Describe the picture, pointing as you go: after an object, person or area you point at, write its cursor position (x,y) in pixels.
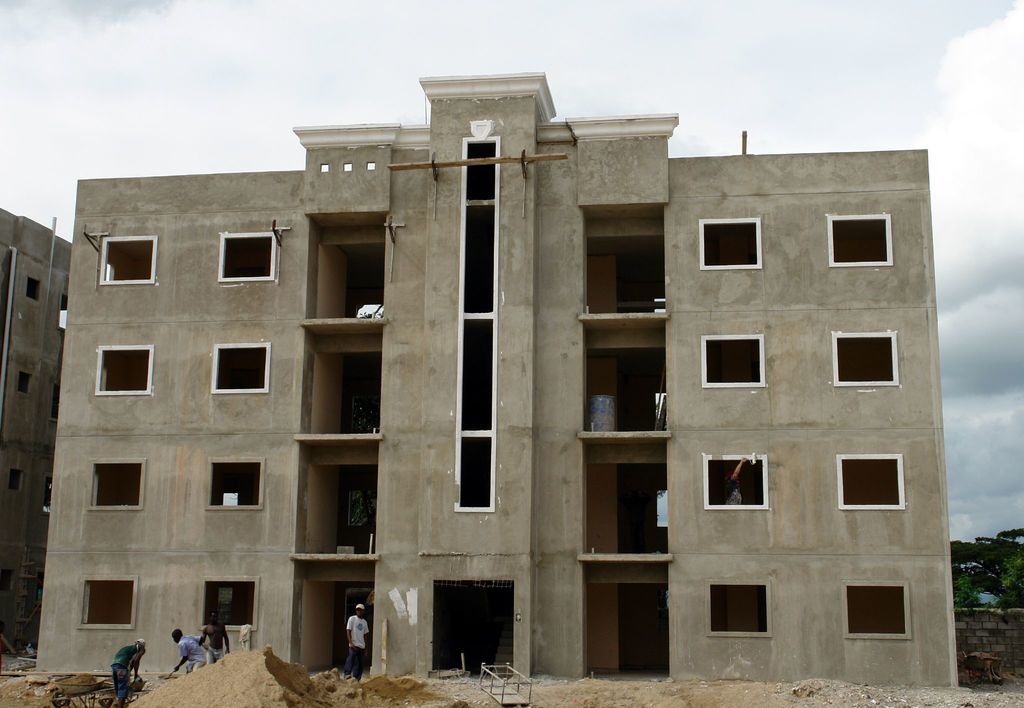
In this image we can see buildings (527,436), water drum (593,429), sand (294,705), cart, and people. There is a wall (999,615) and trees (995,578). In the background (959,125) there is sky (601,50) with clouds (955,76).
